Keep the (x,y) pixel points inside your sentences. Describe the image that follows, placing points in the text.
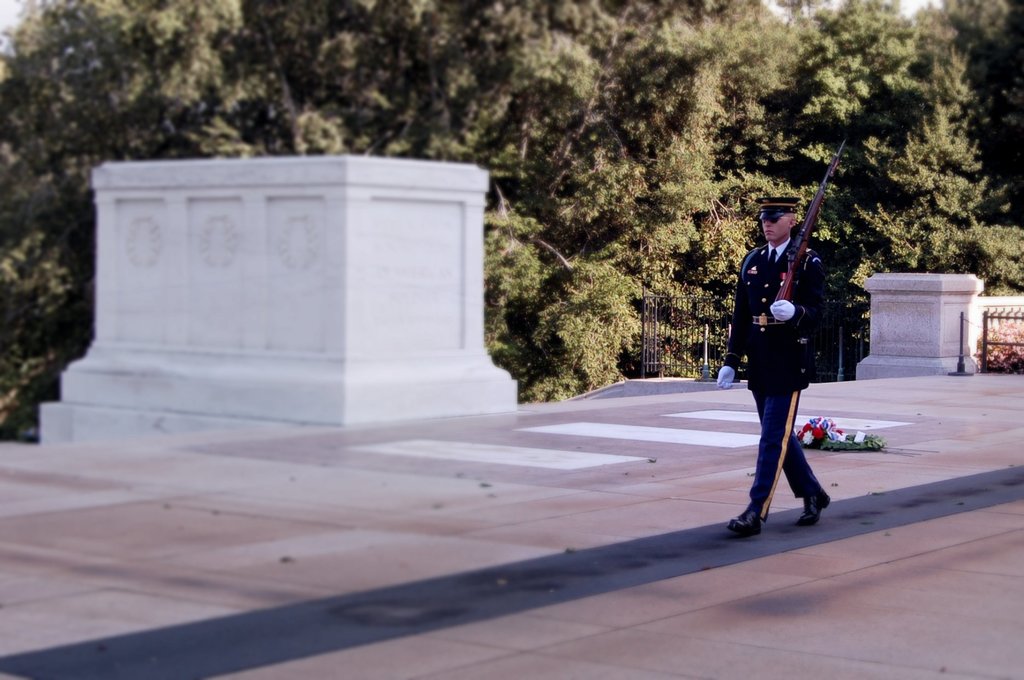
In this picture I can see the path (440,529) in front (919,670) and I see a man (783,328) who is wearing uniform (773,300) and holding a gun (797,246). On the right center of this picture (689,318) I can see the fencing (677,322) and in the middle of this picture (401,318) I can see a white color thing (230,298). In the background (76,350) I can see the trees (641,106) and on the right side of this image (833,436) I can see a thing (833,436) on the path (840,408).
